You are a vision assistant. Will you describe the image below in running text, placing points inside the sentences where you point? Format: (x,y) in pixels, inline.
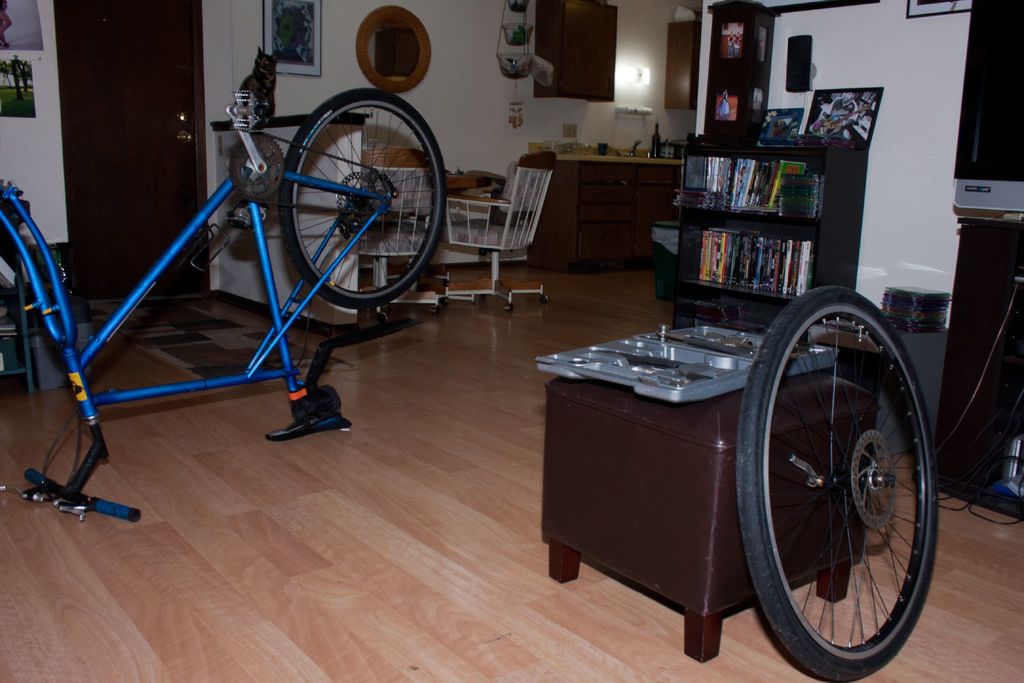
In this image I can see a bicycle (231,382) which is blue in color on the floor (303,352), a brown colored couch (604,464), a wheel (863,494), a bookshelf (793,236) with few books (767,251) in it, a chair (508,236), a speaker (793,59), few photo frames (821,120), a white colored wall (482,108), a light (630,82), few cabinets (592,66), a television (1017,97), few photo frames (311,62) attached to the wall (865,19) and the brown colored door (124,91).
